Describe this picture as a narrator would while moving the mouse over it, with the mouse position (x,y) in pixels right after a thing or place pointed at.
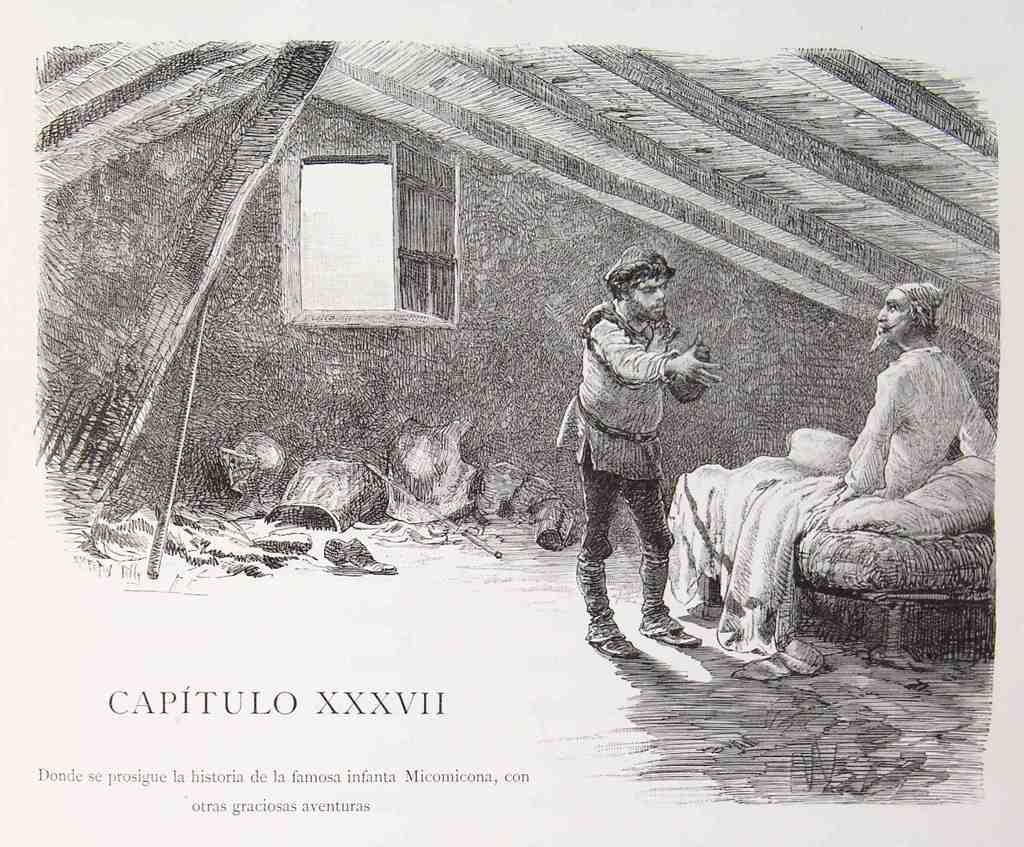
In this image we can see the drawing (625,542) and in this we can see two persons (683,645). One is standing and the other is sitting on the bed (900,612). In the background (679,290) we can see the window (454,281), wall (261,379), sticks (166,506) and some other objects (325,513). We can also see the roof (342,89). At the bottom (214,773) there is text (193,773).
